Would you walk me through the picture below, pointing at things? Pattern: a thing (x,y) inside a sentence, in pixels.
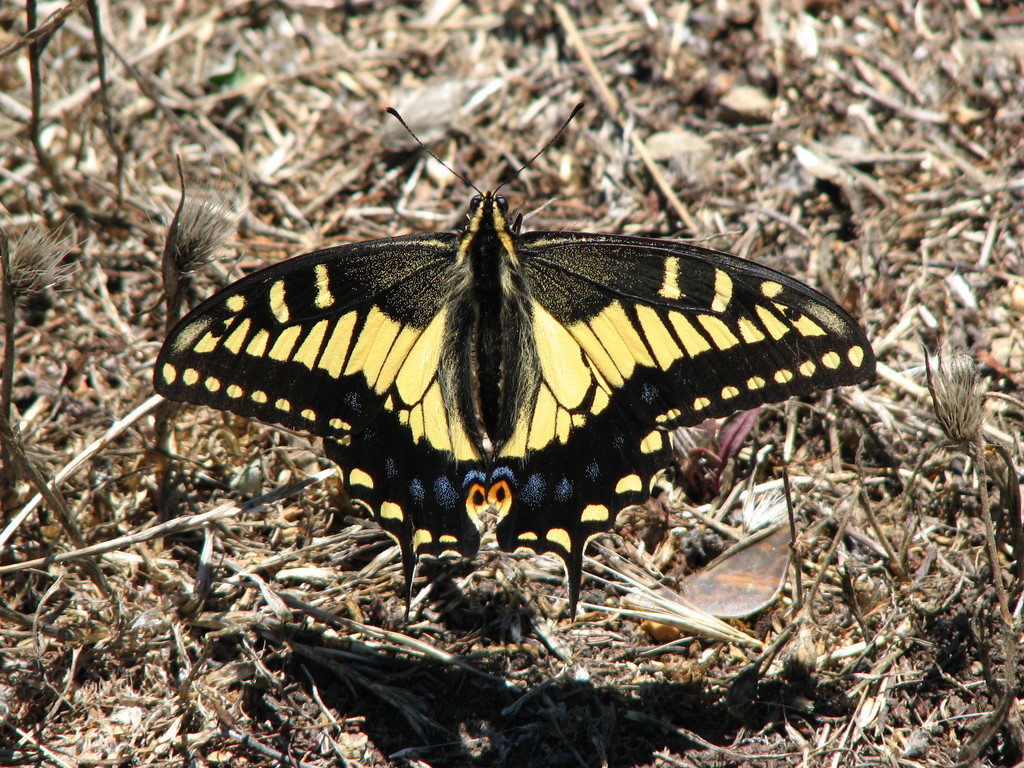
In this picture we can see a butterfly (519,539) on the ground (646,727) and in the background (179,185) we can see small sticks (87,91).
